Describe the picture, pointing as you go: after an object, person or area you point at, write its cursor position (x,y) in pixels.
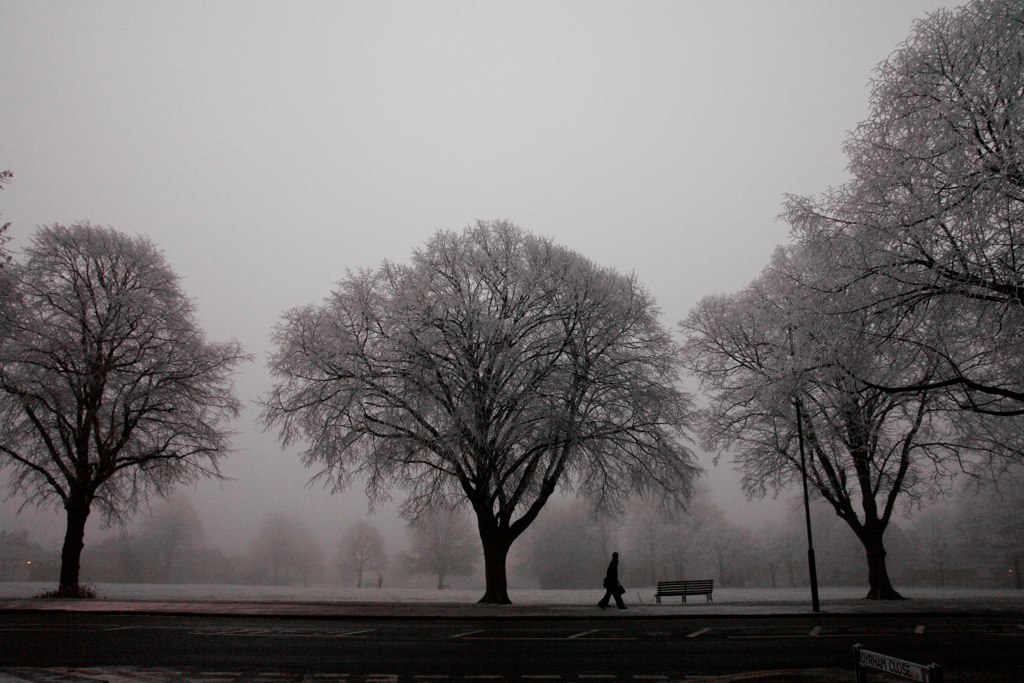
In this picture there is a bench (710,593) and a man (619,600) at the bottom side of the image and there are trees (549,398), which are covered with snow (365,317) in the image and there is snow floor (650,603) in the image.
